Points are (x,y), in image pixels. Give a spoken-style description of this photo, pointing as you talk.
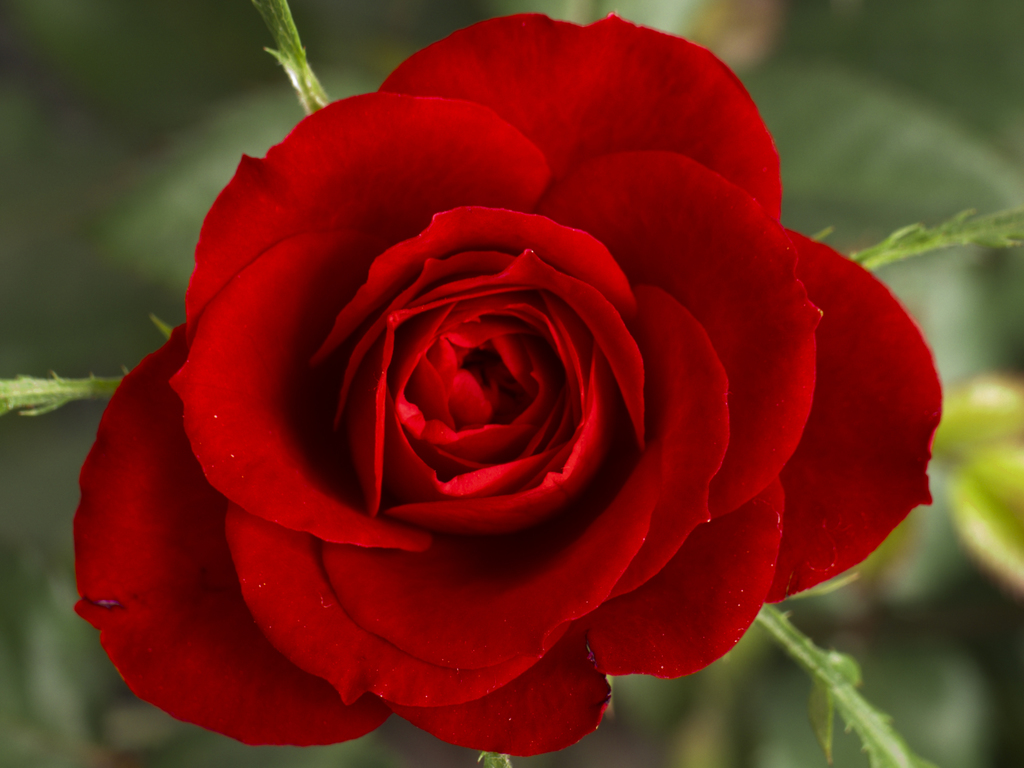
In this image I can see a flower (459,423) which is red in color to a plant (23,387) which is green in color. I can see the green colored blurry background (938,42).
